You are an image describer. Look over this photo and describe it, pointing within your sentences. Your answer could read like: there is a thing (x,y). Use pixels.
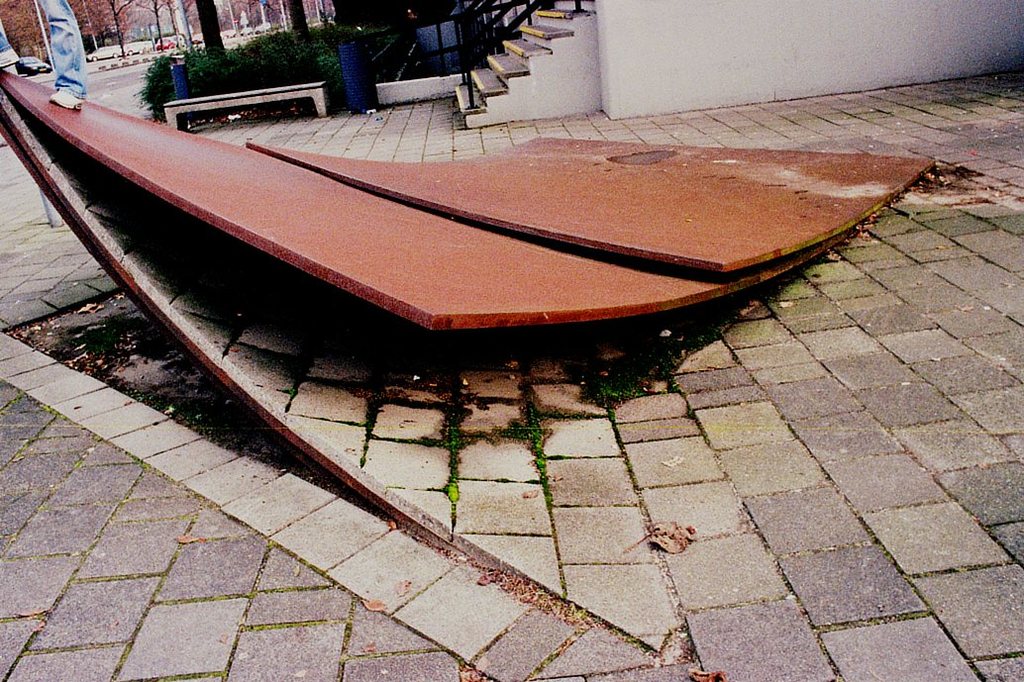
This image is clicked outside. In the front (504,293), we can see two metal sheets (313,261). At the bottom (361,543), there is ground (11,435). On the left (60,60), there is a man (62,90) standing on a metal sheet (58,114). In the background (228,38), we can see the cars (117,48) parked on the road (50,74). And there are many trees (90,35).
